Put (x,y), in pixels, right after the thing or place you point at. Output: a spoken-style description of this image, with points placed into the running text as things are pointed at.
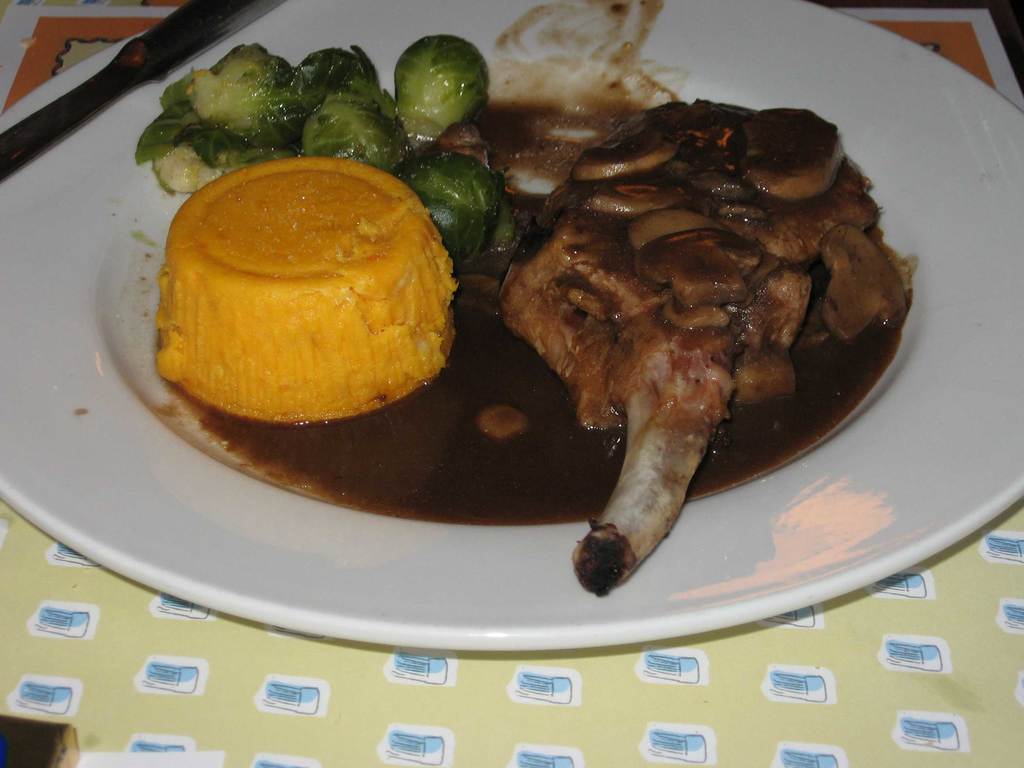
In this image there are food items (414,336) in a plate (737,35) which was placed on the table (705,720).
